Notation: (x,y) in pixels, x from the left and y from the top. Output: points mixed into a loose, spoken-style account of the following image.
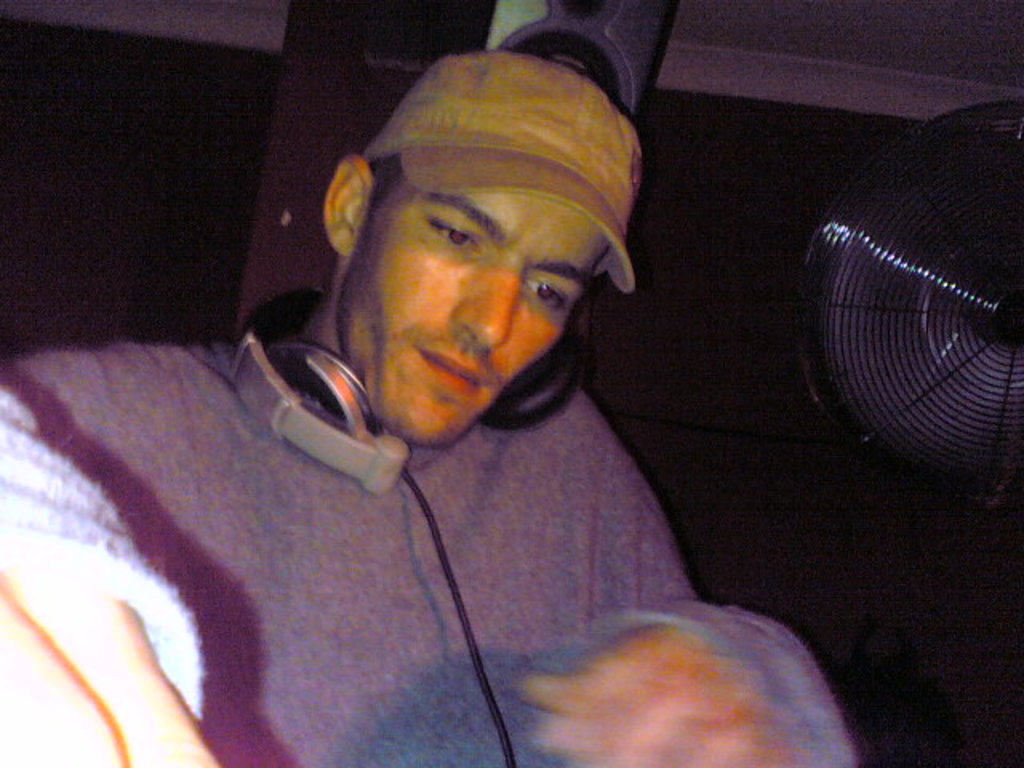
In this picture, we see a man (421,557) is wearing the grey jacket (537,521) and a cap (514,119). He is wearing the headset (295,442). Behind him, we see a brown wall (862,126). On the right side (998,415), we see a table fan (897,325). At the top (526,14), we see the roof (685,47) of the room (857,33) and the speaker box (647,45). On the left side (132,113), it is black in color. This picture is clicked in the dark.
